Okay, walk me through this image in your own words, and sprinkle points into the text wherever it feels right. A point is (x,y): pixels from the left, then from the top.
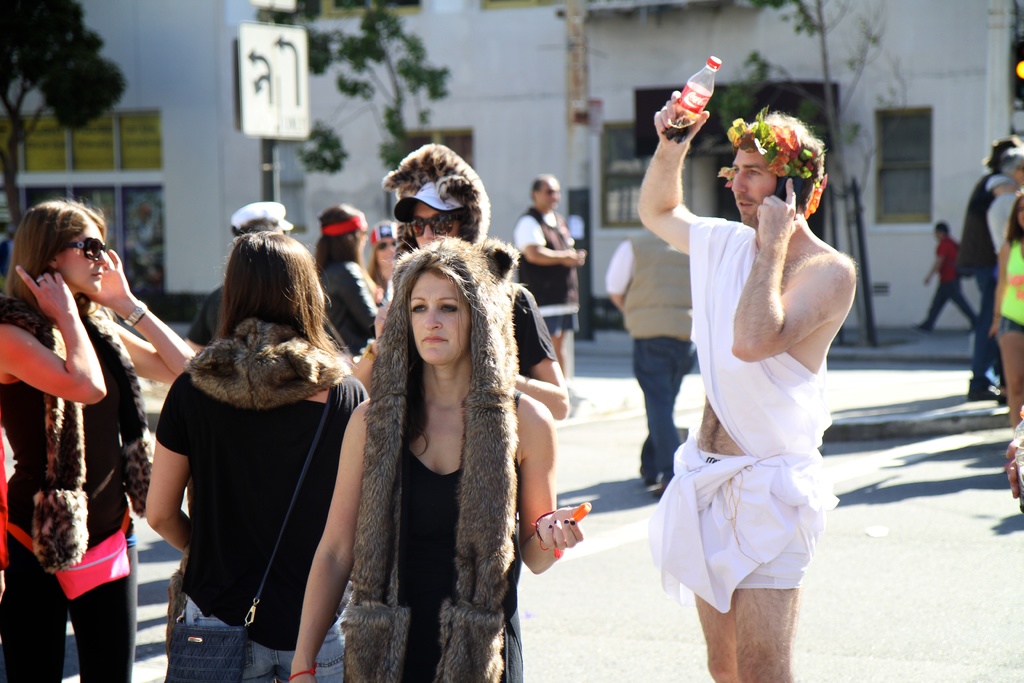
In this image I can see a crowd (443,162) on the road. In the background (915,313) I can see buildings (487,102), trees (82,71), boards (306,77) and windows (466,147). This image is taken during a sunny day.
